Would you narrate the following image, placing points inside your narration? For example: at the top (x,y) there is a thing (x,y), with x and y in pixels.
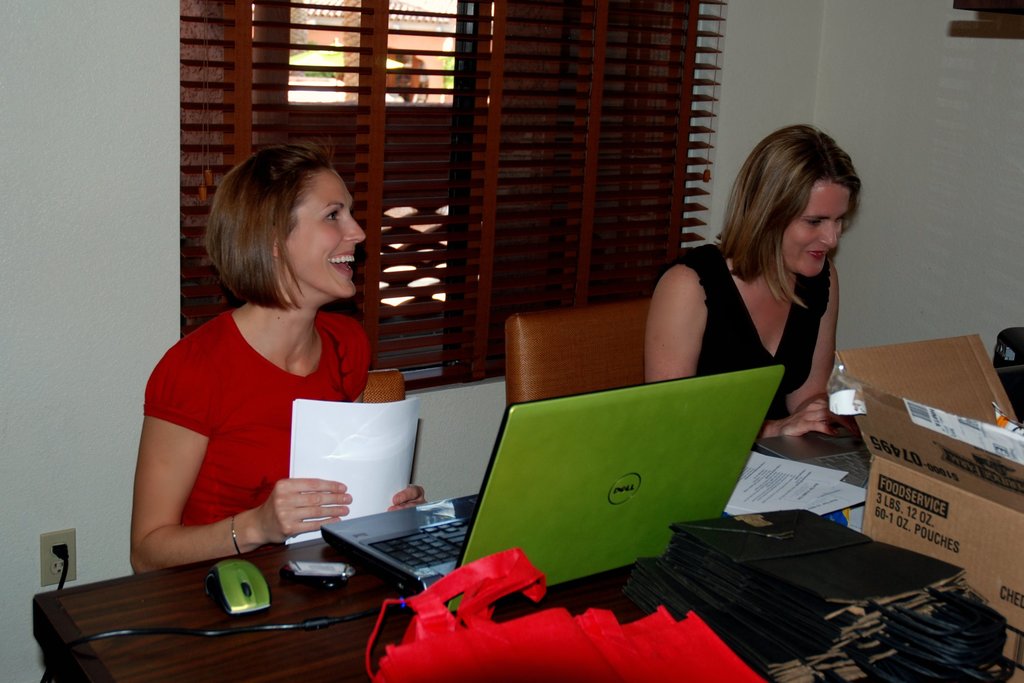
These two persons (218,385) are sitting on the chair (544,324) and smiling and this person (265,423) holding papers (370,422). We can see laptops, papers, covers (817,617), bags (439,628), cable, mouse (256,570), cardboard box (947,435) on the table (267,560). Behind these two persons (212,403) we can see wall (100,57), window (419,82).
